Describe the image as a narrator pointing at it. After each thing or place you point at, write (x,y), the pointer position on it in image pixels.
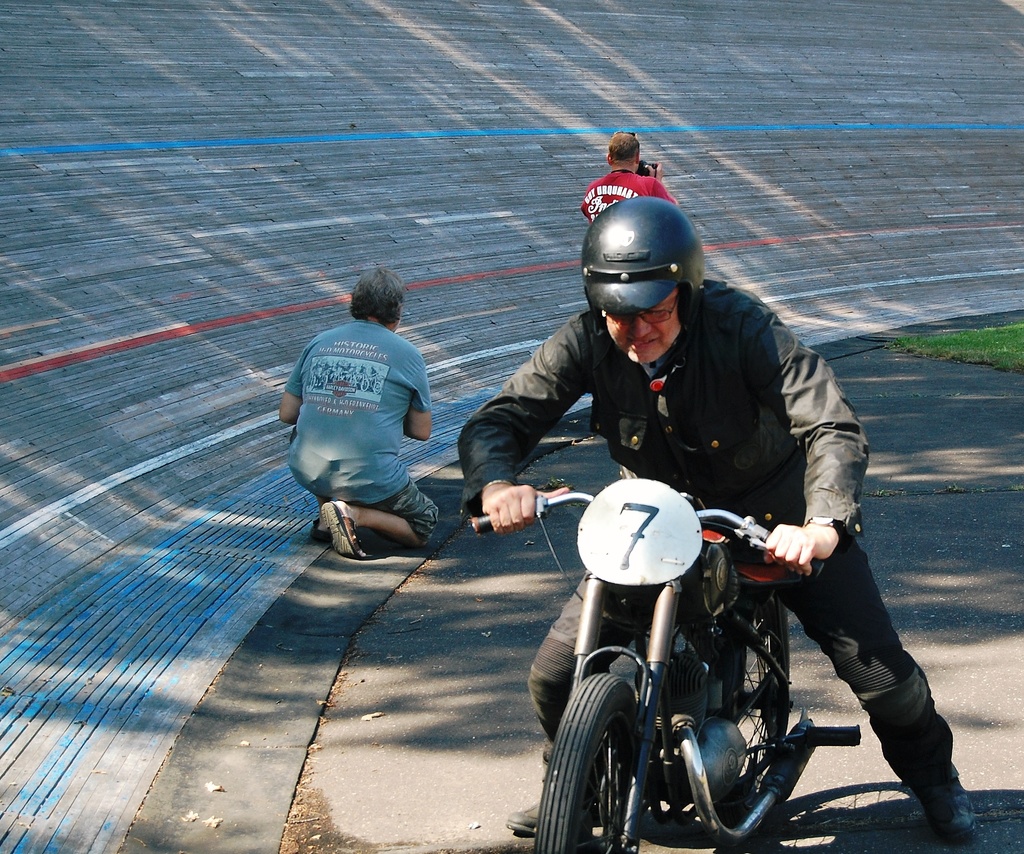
This is a picture taken in the outdoor, a man (722,408) in black jacket (741,390) riding a motor bike (653,630). Background of this man (660,451) there two other the man (369,421) in blue t shirt (393,402) sitting on a road (374,703) and the other man (618,182) in red t shirt (615,188) standing on the road (949,409). Background of this people (603,308) is a wall (439,274).
